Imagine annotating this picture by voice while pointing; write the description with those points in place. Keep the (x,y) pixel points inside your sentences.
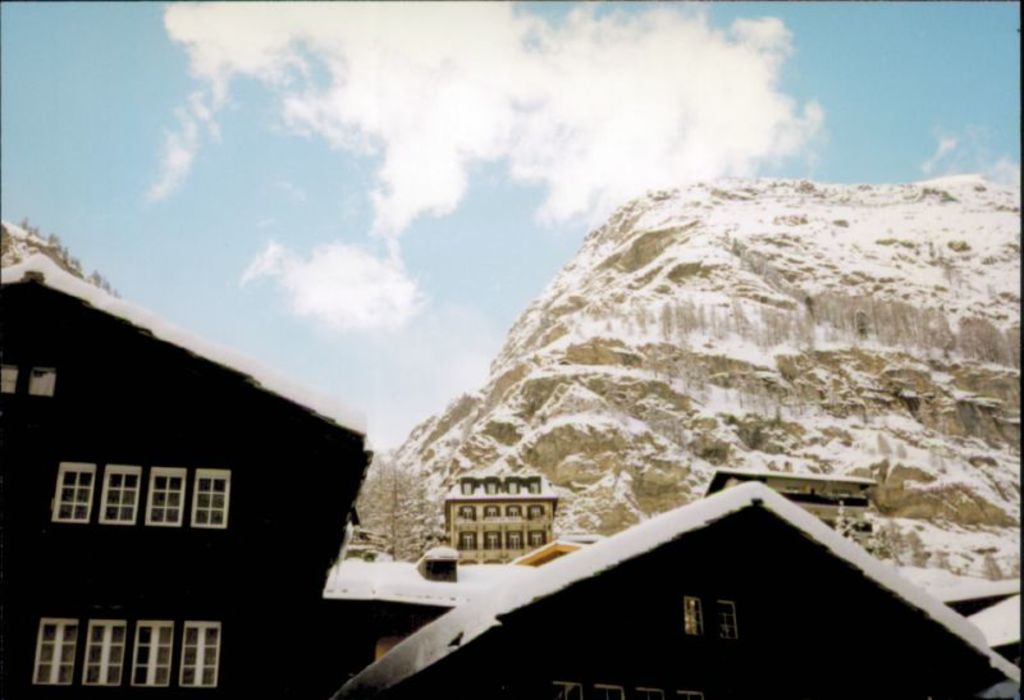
On the background of the picture (354,233) we can see sky (299,172) with clouds (600,109). This is a huge mountain (711,357). In Front (702,644) portion of the picture we can see two houses (536,658). These are the windows (182,504).
